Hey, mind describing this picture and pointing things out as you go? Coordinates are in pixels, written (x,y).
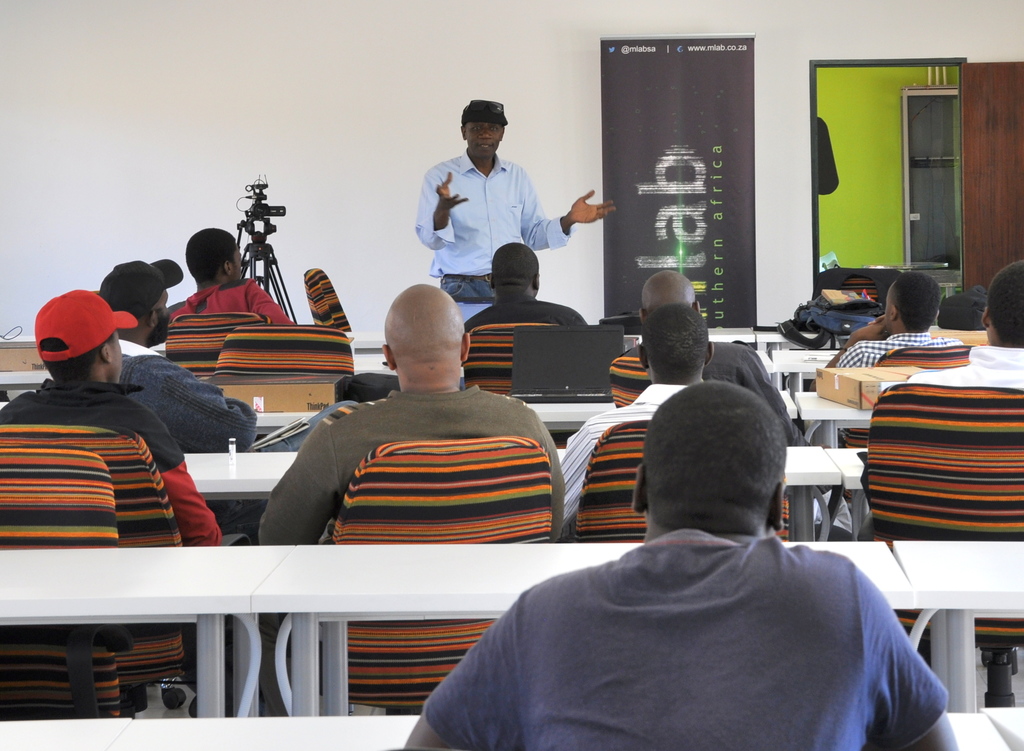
In this picture there are several people (347,454) sitting on chairs (924,433) and in front of them there is a white table (242,471), in front of them there is guy (470,205) explaining them. In the background (662,191) there is a banner (678,197).
